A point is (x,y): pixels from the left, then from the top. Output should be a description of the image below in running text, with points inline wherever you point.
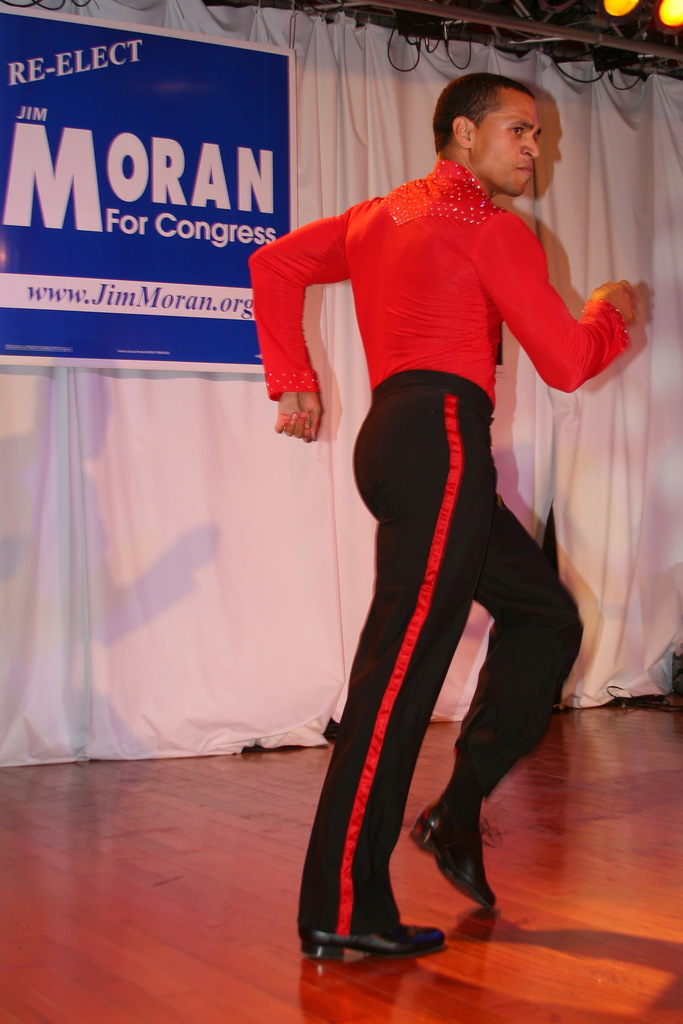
In this image there is a person (464,565) dancing on the stage (644,768) behind him there is a curtain (354,410) and banner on it.
